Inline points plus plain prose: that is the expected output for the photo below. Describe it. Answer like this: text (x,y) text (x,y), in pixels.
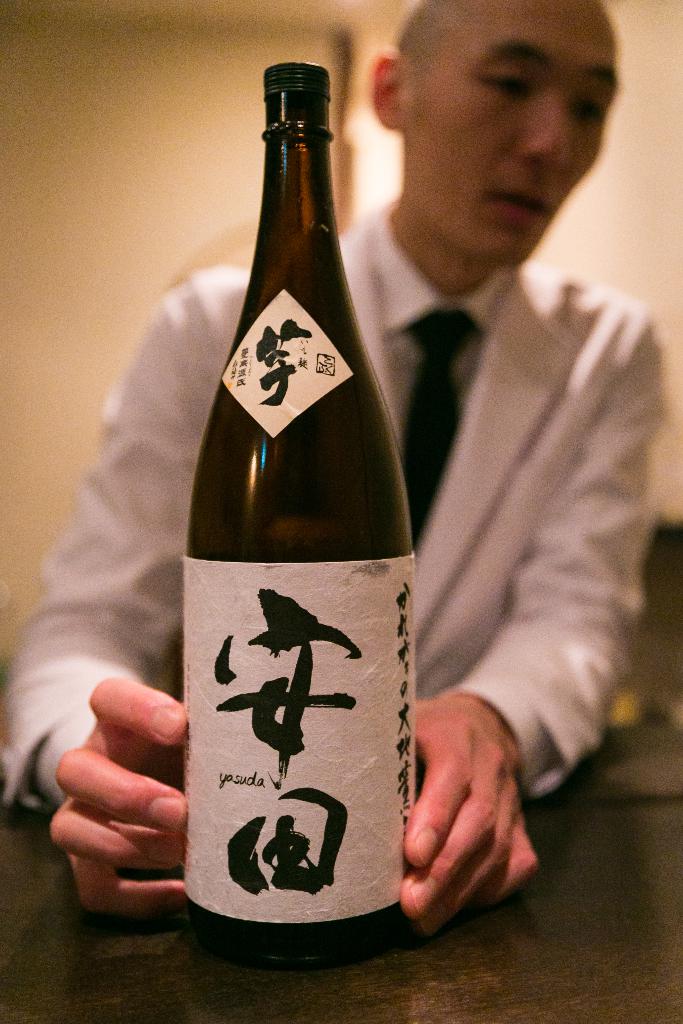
In this picture we can see a man (593,331) who is in white color shirt (597,483). And this is bottle (343,358).
